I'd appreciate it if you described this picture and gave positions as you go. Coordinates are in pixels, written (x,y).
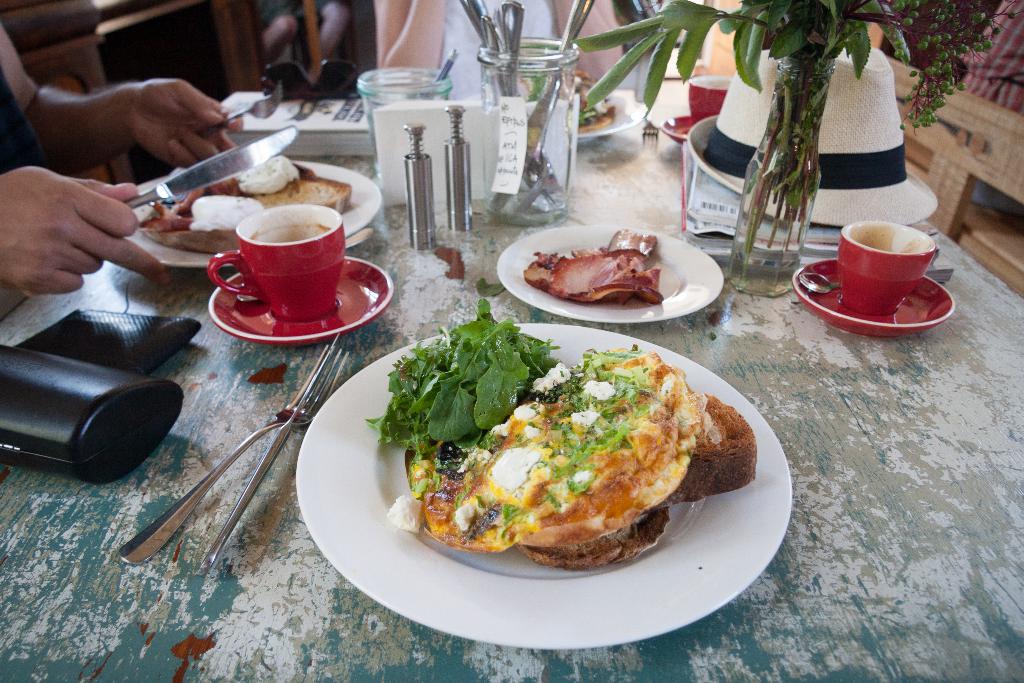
This picture shows a couple of people (223,126) seated and we see food (161,205) and the plates (363,196) on the table (521,318) and we see tea cups (228,285) and a plant (618,72) and a hat (865,57) and forks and a knife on the table (130,493) and we see a person (4,241) holding a knife (248,147) in his hand (46,224) in order to take his food (305,197).
